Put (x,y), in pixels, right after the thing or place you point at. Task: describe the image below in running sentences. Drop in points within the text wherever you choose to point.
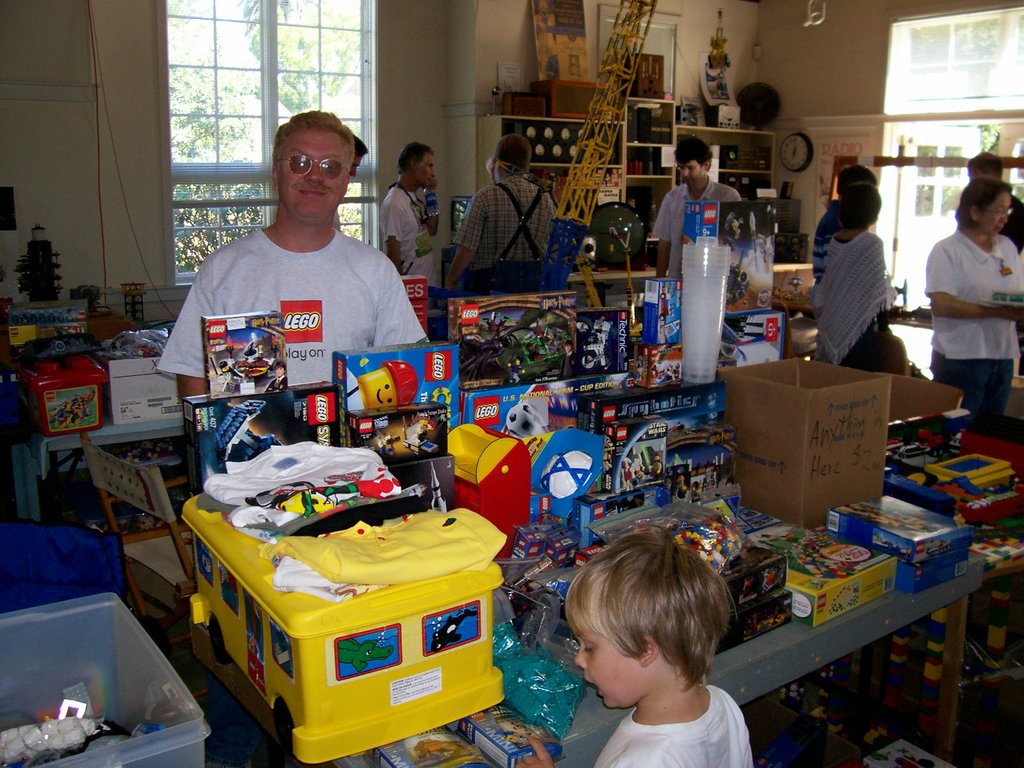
There is a small boy (617,605) and toy boxes (376,430) on the table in the foreground area (577,479), there are people (847,183), clock (796,157), posters (825,166), other objects (644,192), chair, toy boxes (189,463), windows (349,113) and trees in the background (340,16).
